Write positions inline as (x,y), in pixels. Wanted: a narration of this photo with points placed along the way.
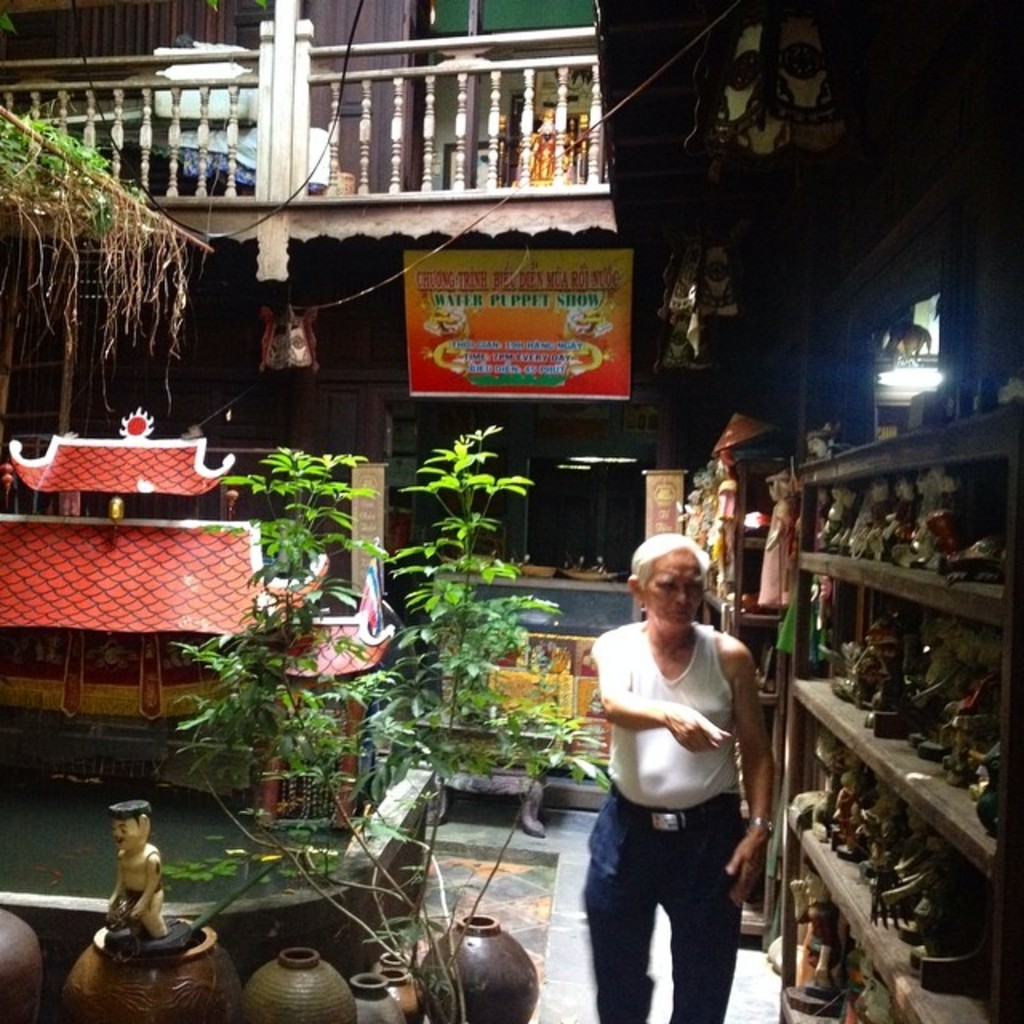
In this image we can see an old person (640,778) standing and pointing towards the objects (926,879) beside there are plants (515,569) and decor objects (513,968), behind there is a board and a wooden railing (232,108).
